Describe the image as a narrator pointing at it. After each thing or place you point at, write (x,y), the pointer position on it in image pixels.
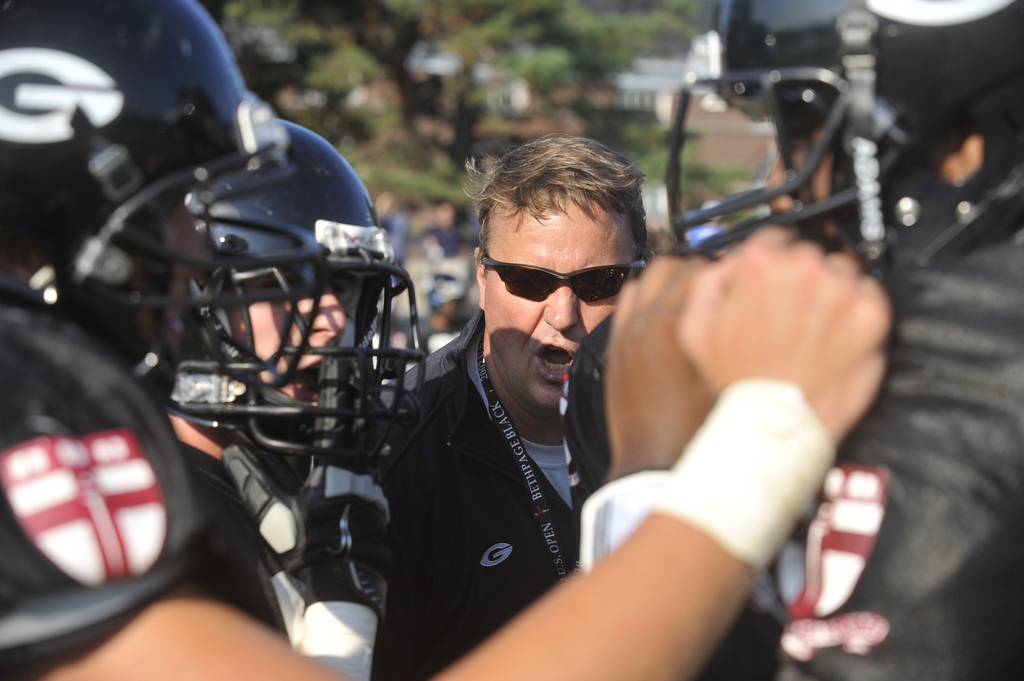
In this image in the foreground (718,251) I can see persons (715,373) and few persons (693,312) wearing helmet (863,198) and I can see one person (483,422) wearing spectacle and at the top (557,21) I can see trees (689,20).
